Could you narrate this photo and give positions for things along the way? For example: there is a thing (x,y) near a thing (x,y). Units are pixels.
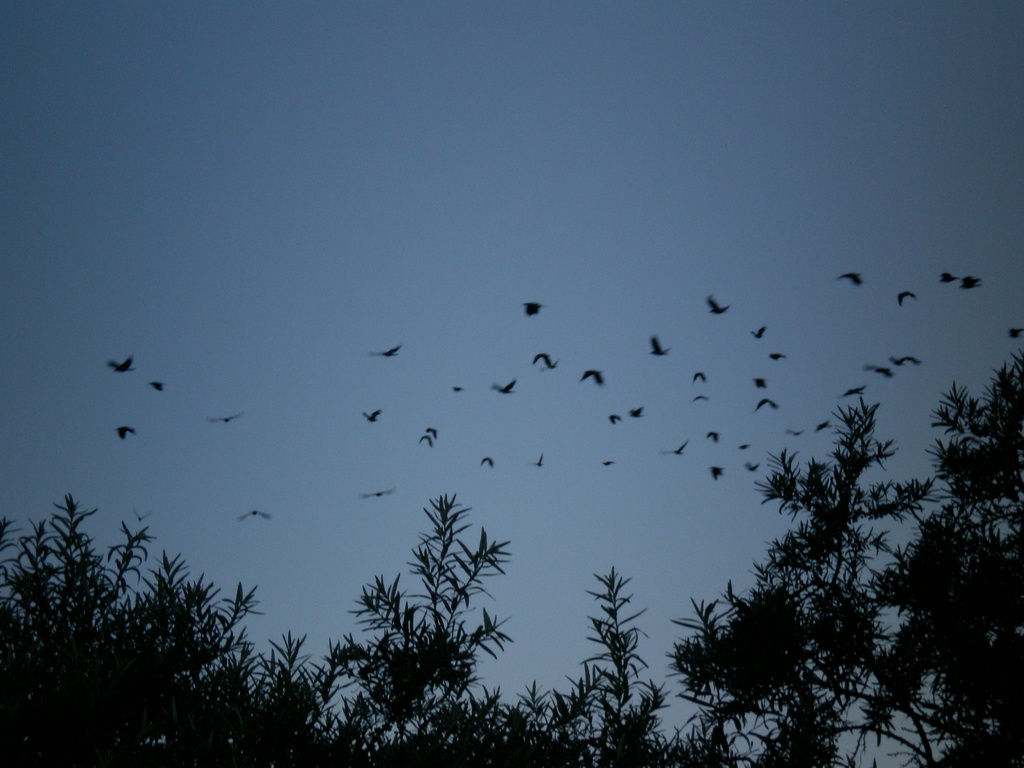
In the picture I can see the birds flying in the sky (547,525). I can see the trees (625,600) at the bottom of the picture (716,629).
